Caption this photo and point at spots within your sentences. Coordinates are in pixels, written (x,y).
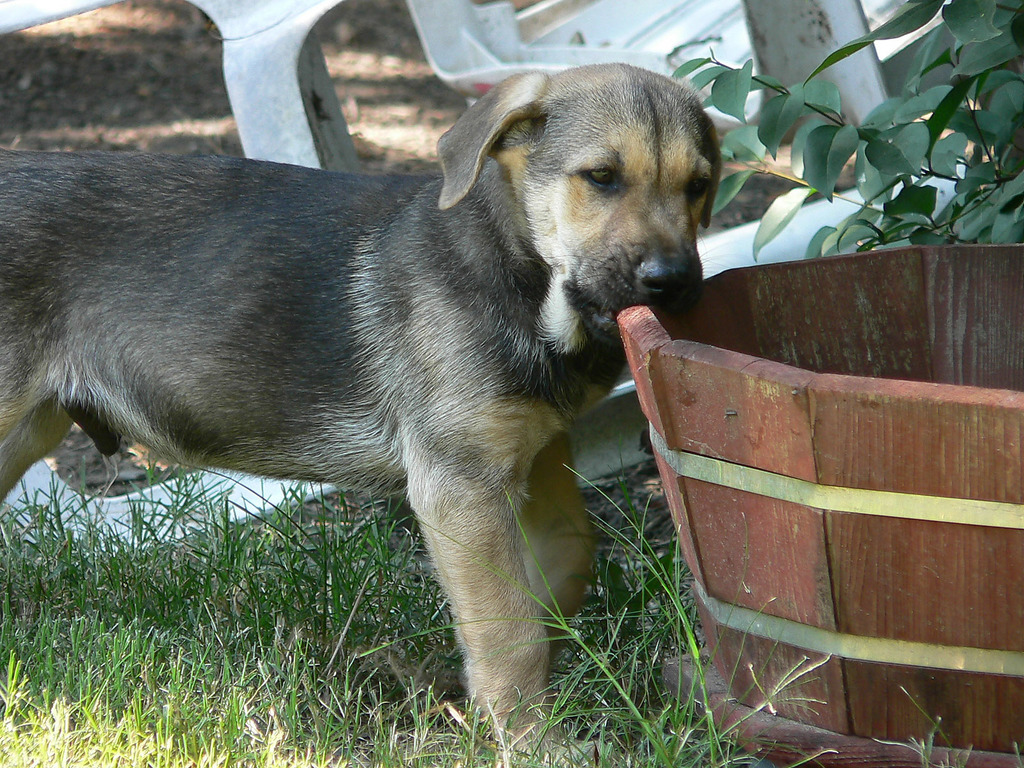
In the center of the image (407,293) there is a dog (347,241) and house plant (957,152). At the bottom (353,671) there is grass (368,683).
